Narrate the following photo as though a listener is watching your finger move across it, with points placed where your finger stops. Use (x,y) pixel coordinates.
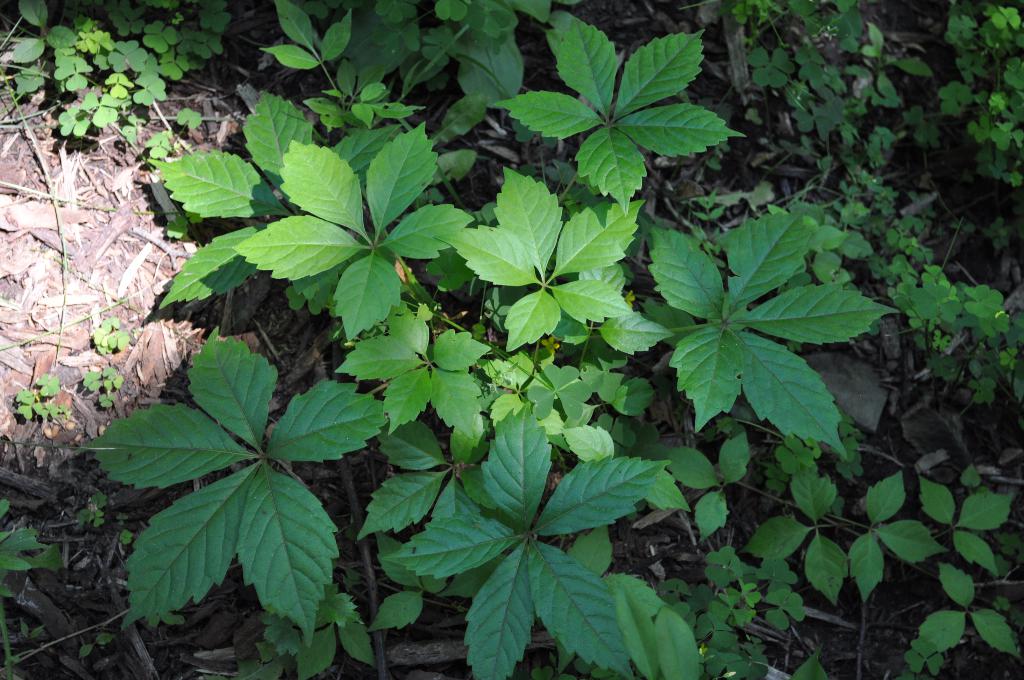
In this picture there are plants (522,271).
